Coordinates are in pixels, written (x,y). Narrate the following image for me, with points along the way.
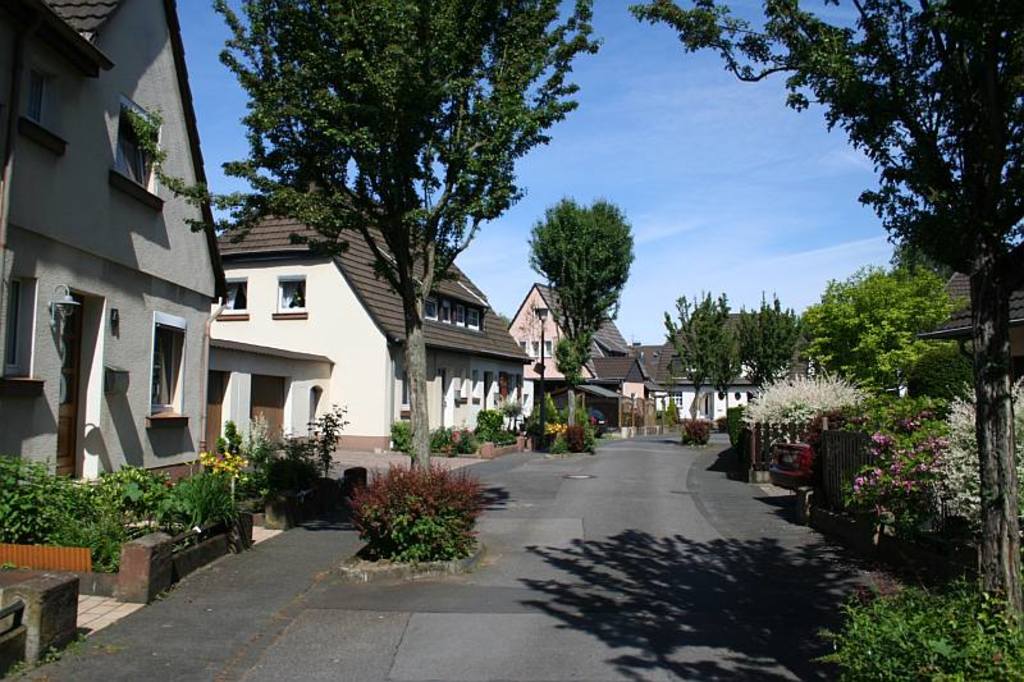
In this picture there are houses (377,308) in the center of the image (388,276) and there are trees (997,316) and flower plants (847,411) in the image.
